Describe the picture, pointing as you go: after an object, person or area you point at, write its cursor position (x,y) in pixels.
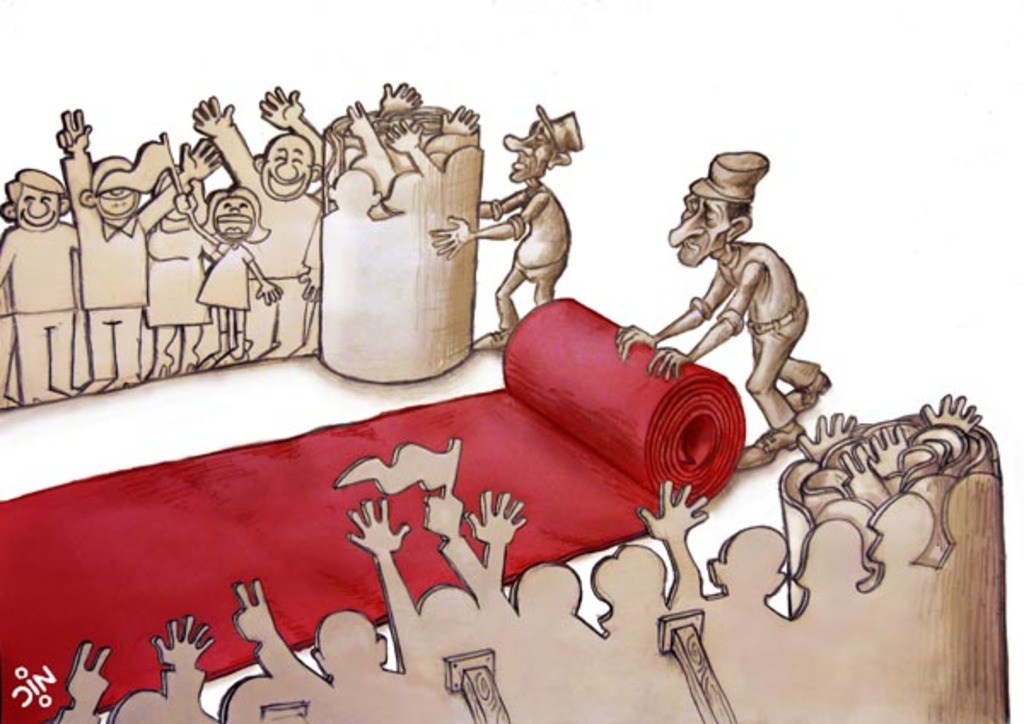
This image consists of drawing (689,427) in which there are many persons (397,277). In the middle (623,377), there is a red carpet (412,562). The persons (739,604) are made up of cardboard (611,583) in the drawing (130,334).
